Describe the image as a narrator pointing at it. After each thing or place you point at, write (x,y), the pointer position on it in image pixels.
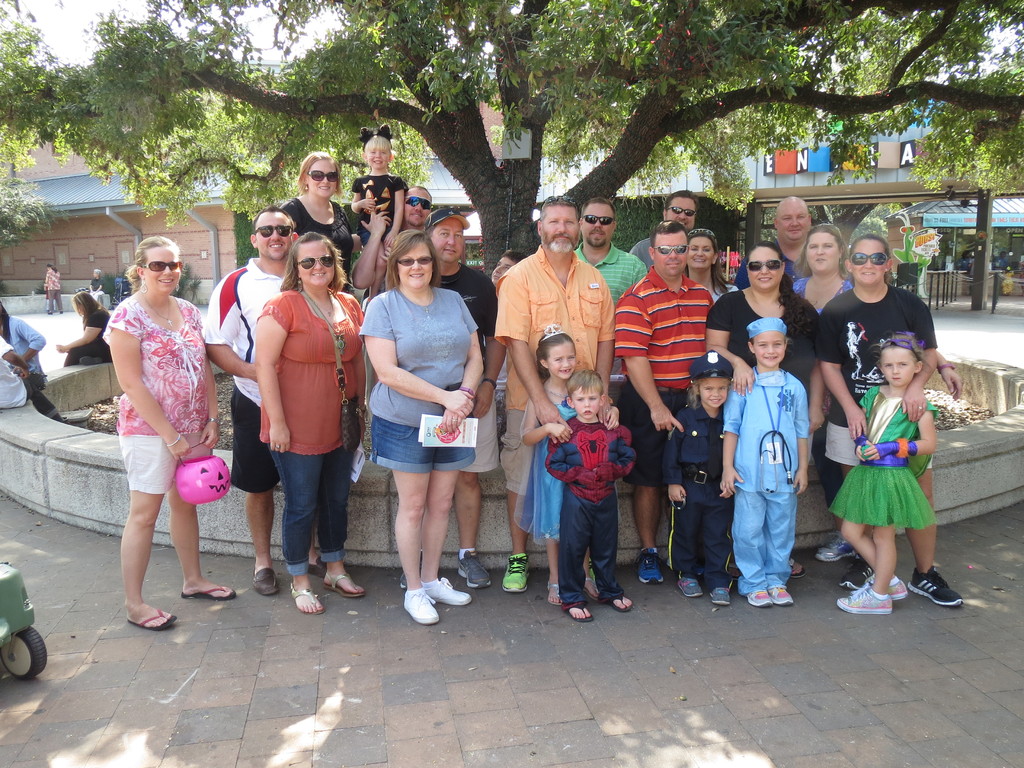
In this picture there are people (906,418) in the center of the image (449,298) and there are other people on the left side of the image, there are stalls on the right side of the image (867,184) and there is a trees (331,103) and buildings (71,249) at the top side of the image (227,103).
